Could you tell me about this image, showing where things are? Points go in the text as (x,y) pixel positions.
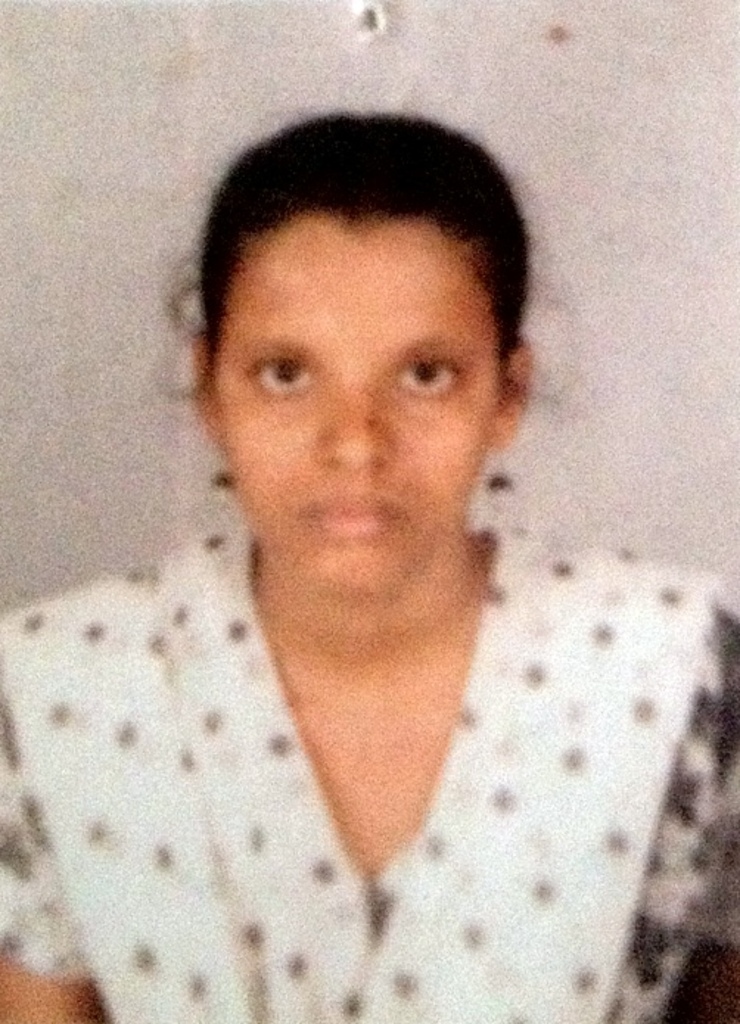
In this picture we can see a woman (237,742) and there is a white background (614,472).
